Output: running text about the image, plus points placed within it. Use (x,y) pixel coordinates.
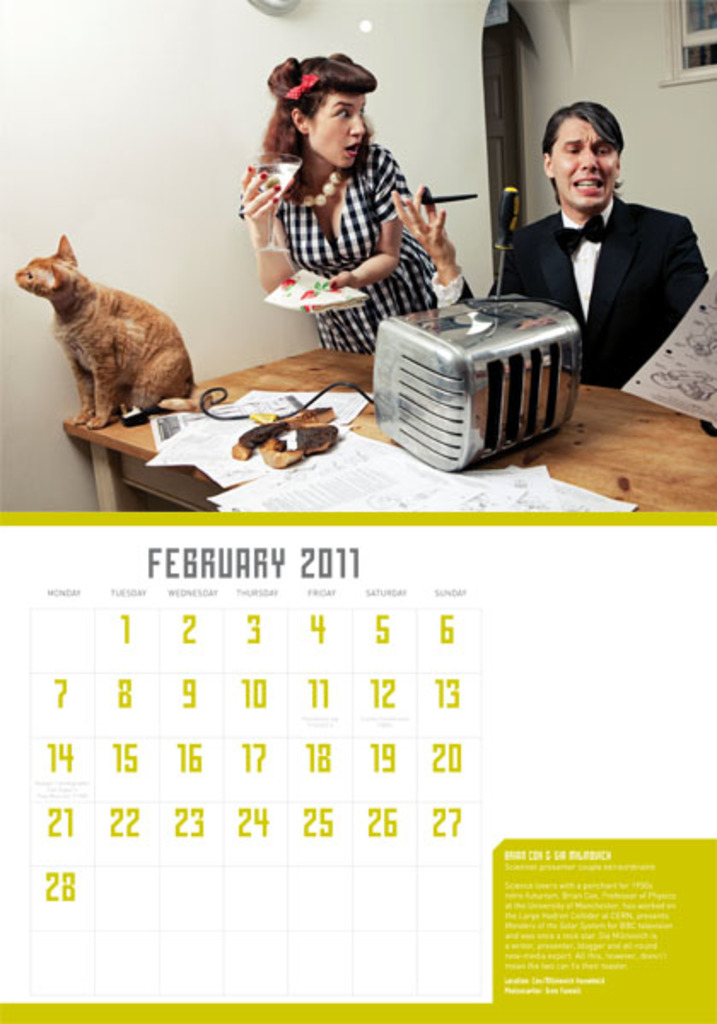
In the image there is calendar (234,614) at the bottom (539,970) and an image (646,269) at the top (597,88). In that image (639,110) there is a man (639,276) with black jacket (597,284) is sitting. Beside him there is a lady (344,285) with black and white checkered dress (279,209) is standing and she is holding glass (267,170) in one hand (254,170) and on the other hand (331,285) there is an object (306,285). In front of them there is a table (369,391) with toaster (533,316), papers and a cat (137,319). Behind them there is a wall (444,65) with door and window (674,41).
